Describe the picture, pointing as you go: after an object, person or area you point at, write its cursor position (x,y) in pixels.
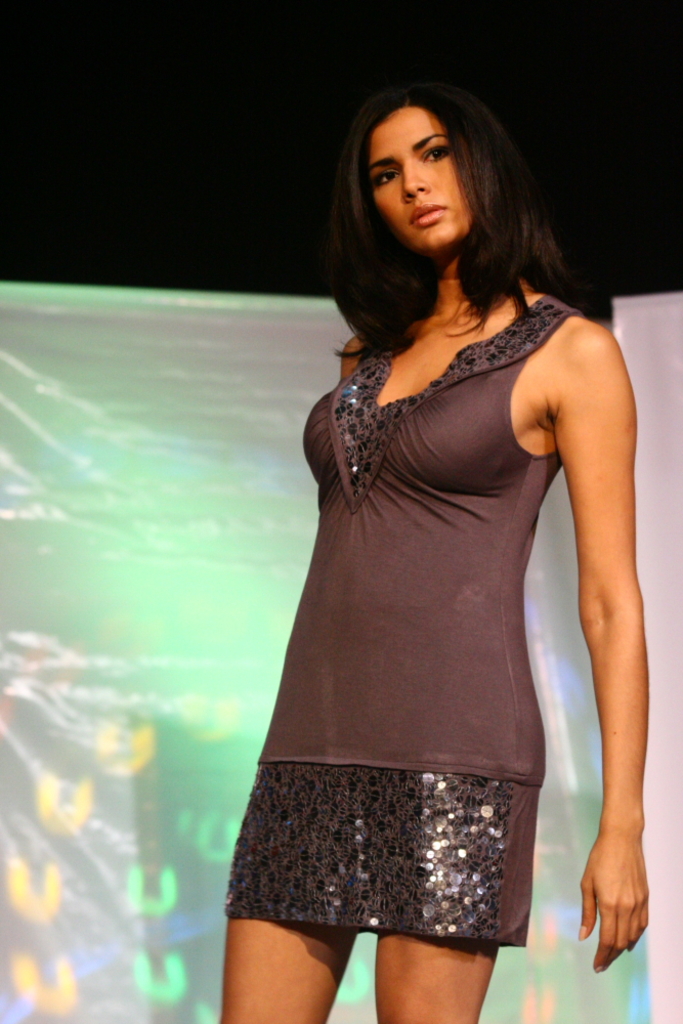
In the image there is a woman (370,638) standing and posing for the photo. Behind the woman (423,476) there are some visuals (225,398) being displayed on the screen (180,383).
